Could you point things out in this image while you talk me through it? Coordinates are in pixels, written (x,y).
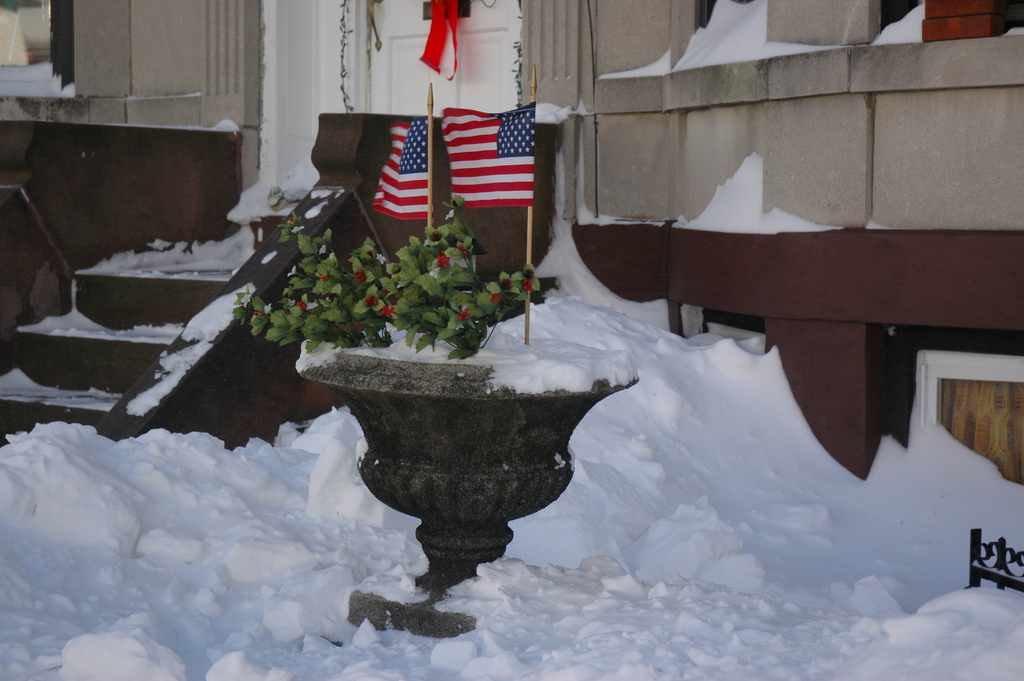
In this image I can see the snow (497,638) in white color, I can also see two flags (497,191) in red, white and blue color, I can also see an object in black color. On the object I can see few flowers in red color, leaves (390,277) in green color. Background (80,410) I can see few stairs (92,399) and the wall (283,90) is in cream and white color.
